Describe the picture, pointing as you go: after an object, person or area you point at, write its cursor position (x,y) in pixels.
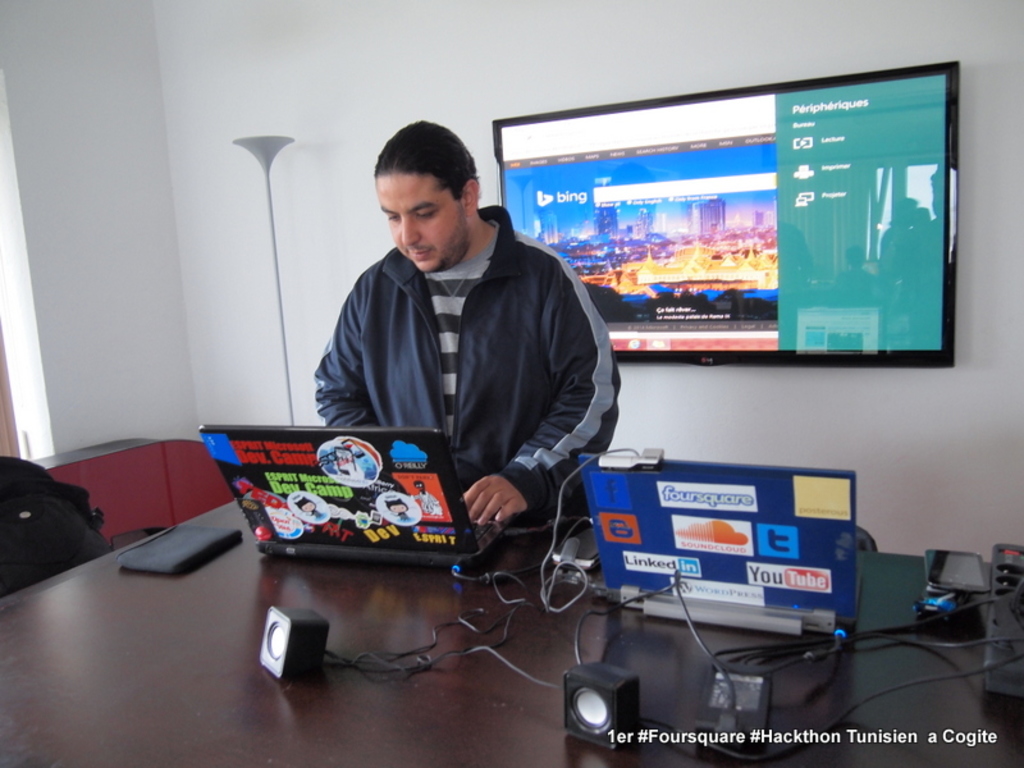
In this image I can see a table (386,758) where we can see a man (410,127) standing and few other objects (283,468) beside that, also there is a TV screen (514,185) on the wall (639,31).
